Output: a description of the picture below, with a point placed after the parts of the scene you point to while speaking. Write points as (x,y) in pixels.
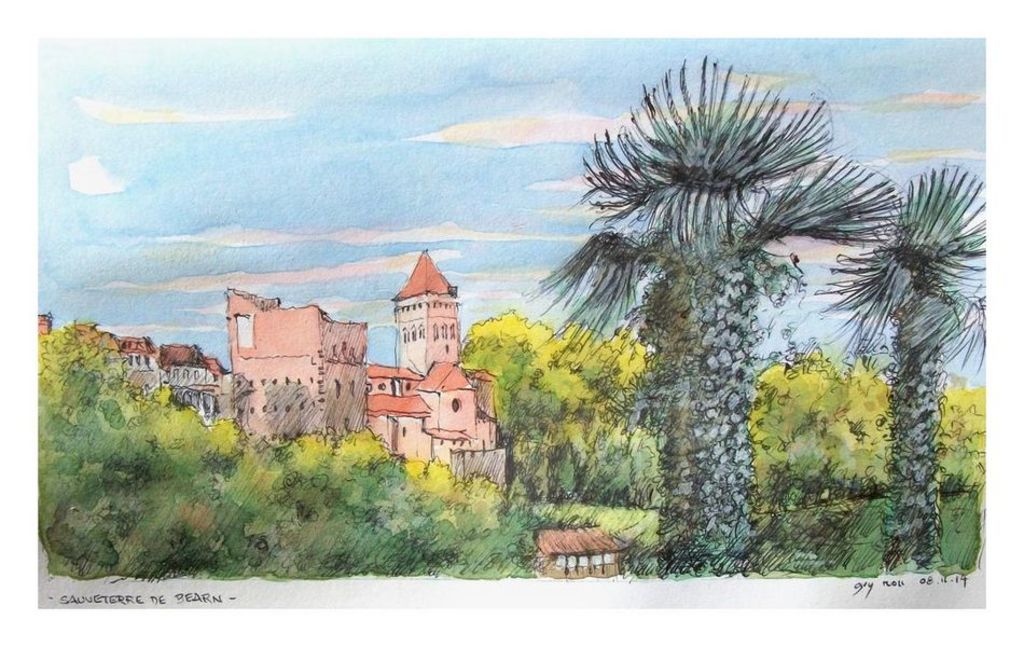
In this image we can see sky (478,125) with clouds (509,287), buildings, trees (343,502) and grass (878,518).
